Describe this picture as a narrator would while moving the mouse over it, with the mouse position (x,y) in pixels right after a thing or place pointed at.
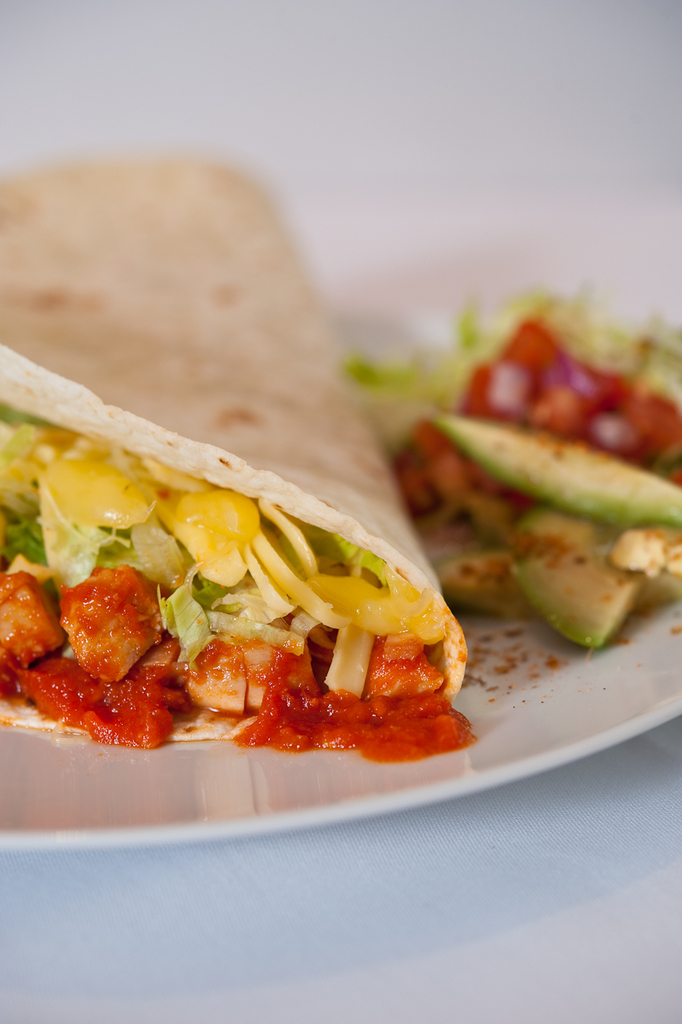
In this picture I can see a white color plate (671,628) in front and in the plate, I can see food (187,463) which is of cream, yellow, green and red color and I see that this plate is on the white color surface (366,837).
